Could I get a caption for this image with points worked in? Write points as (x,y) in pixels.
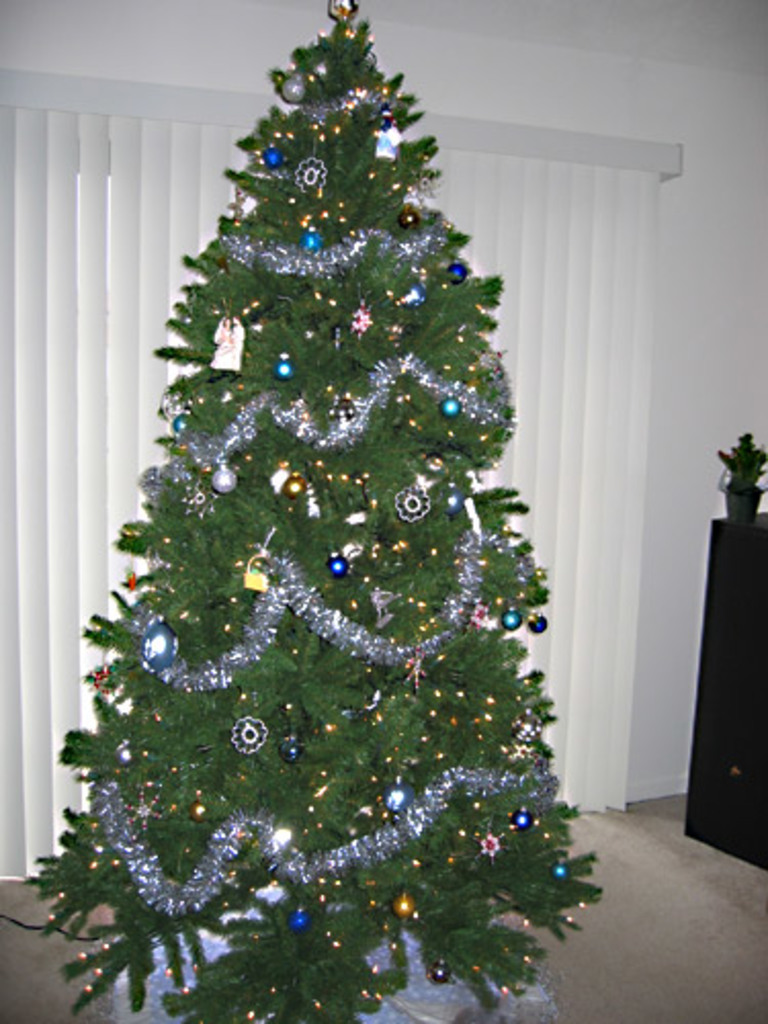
In this image we can see a tree (404,581) which is decorated with some ribbons (332,629), balls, lights (354,606) and some ornaments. We can also see a plant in a pot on a table (735,728), the window blind (602,694) and a wall (615,129).
